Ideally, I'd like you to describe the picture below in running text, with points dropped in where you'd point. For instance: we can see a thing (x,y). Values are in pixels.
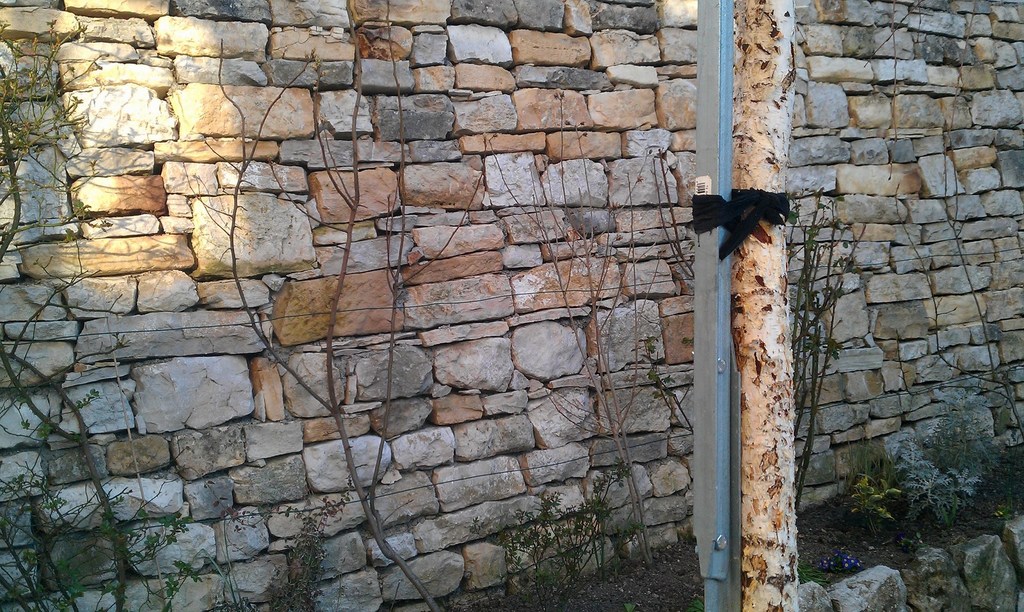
In this image we can see a wall (472,397) built with stones (515,433). We can also see some plants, red stems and a bark (764,497) of a tree (764,478) tied to a pole (720,284) with a ribbon (703,201).
